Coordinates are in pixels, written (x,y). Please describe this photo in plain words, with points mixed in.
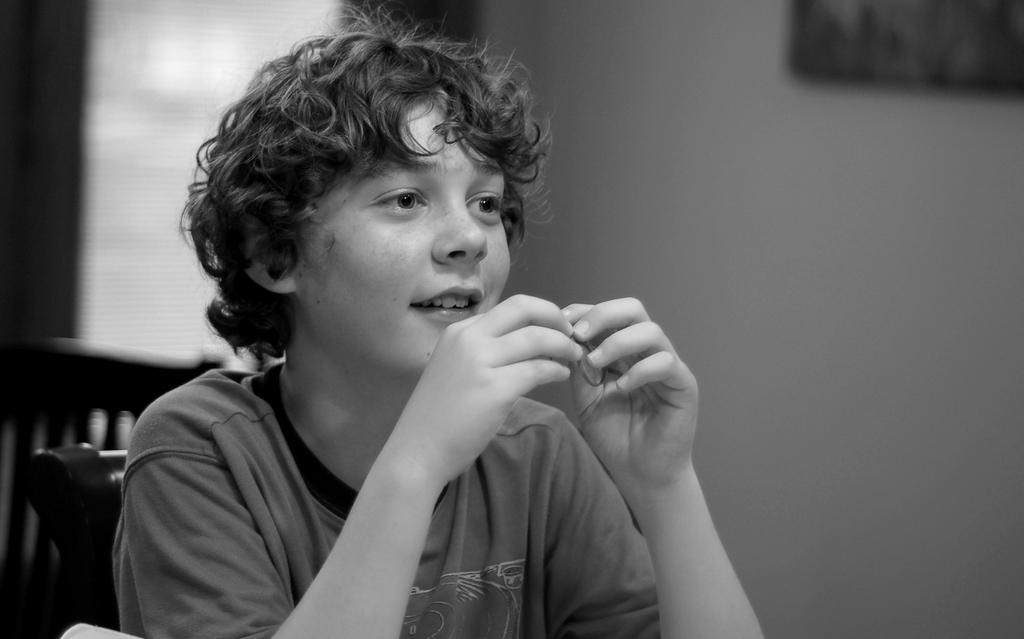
In this image we can see a black and white image. In this image we can see a person (361,457) sitting on a chair (71,527). In the background of the image (584,181) there is a wall (722,224), chair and other objects (177,297).
